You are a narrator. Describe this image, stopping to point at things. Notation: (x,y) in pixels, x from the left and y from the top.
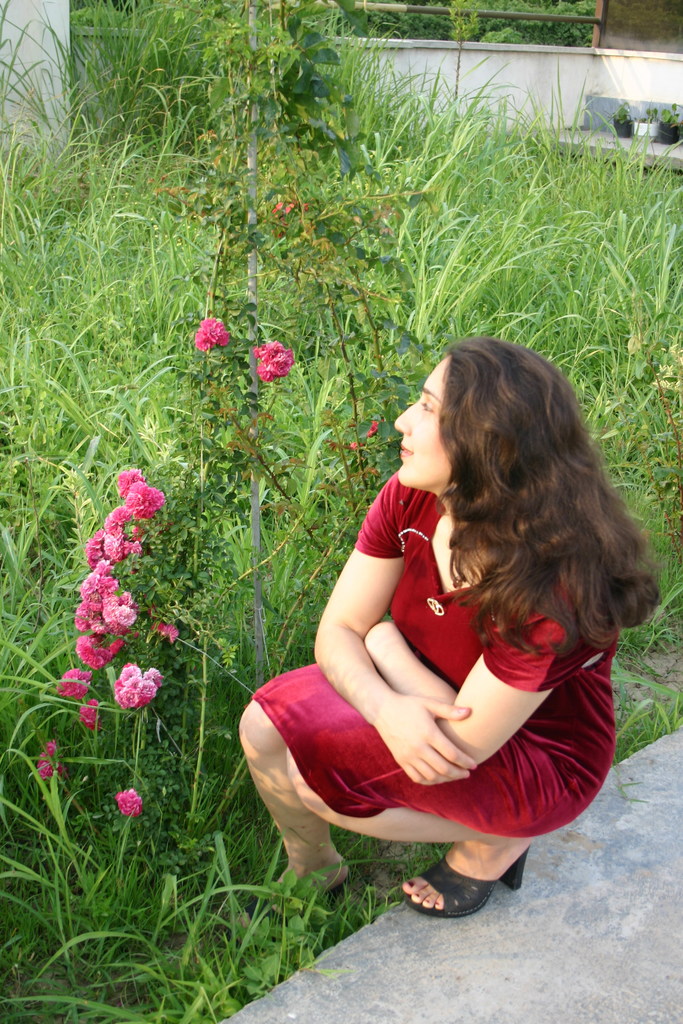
In this picture there is a woman (495,732) who is wearing red dress (540,684) and sandals (434,882). She is in a squat position. Besides her I can see many red flowers (121,656) on the plants (222,560). On the left (136,220) I can see the green grass (80,390). At the top (250,6) I can see the wall (460,112), fencing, poles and trees (565,4).
